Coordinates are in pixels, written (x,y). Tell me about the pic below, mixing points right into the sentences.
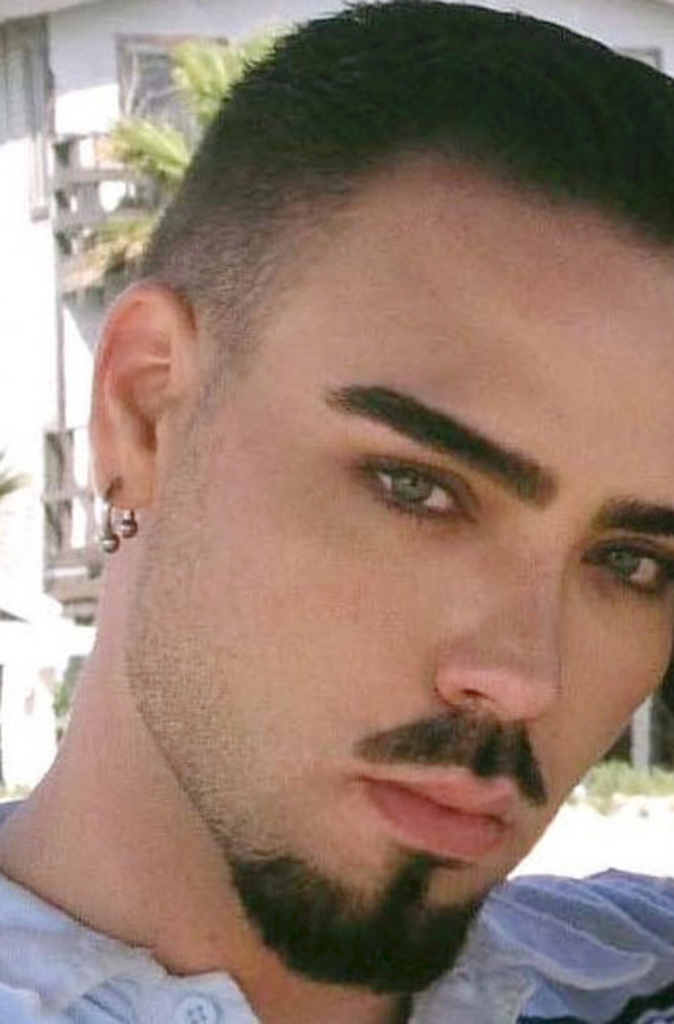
In the center of the image (423,490), we can see a man (275,375) and in the background (55,214), there is a building (80,350) and we can see a tree (160,195).
